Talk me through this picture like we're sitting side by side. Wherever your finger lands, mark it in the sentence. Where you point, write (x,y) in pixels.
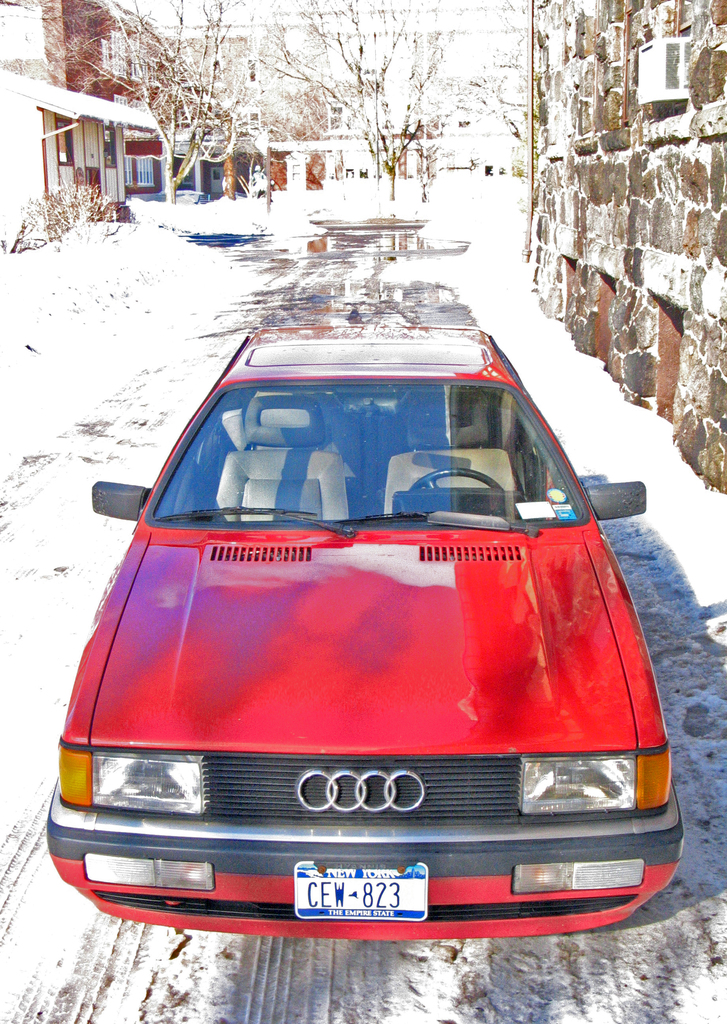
In the center of the image (369,629) we can see a car (366,771) which is in red color. In the background (67,125) there are buildings (452,129) and trees (189,115). We can see snow (171,361). On the right (718,442) there is a wall (612,198).
